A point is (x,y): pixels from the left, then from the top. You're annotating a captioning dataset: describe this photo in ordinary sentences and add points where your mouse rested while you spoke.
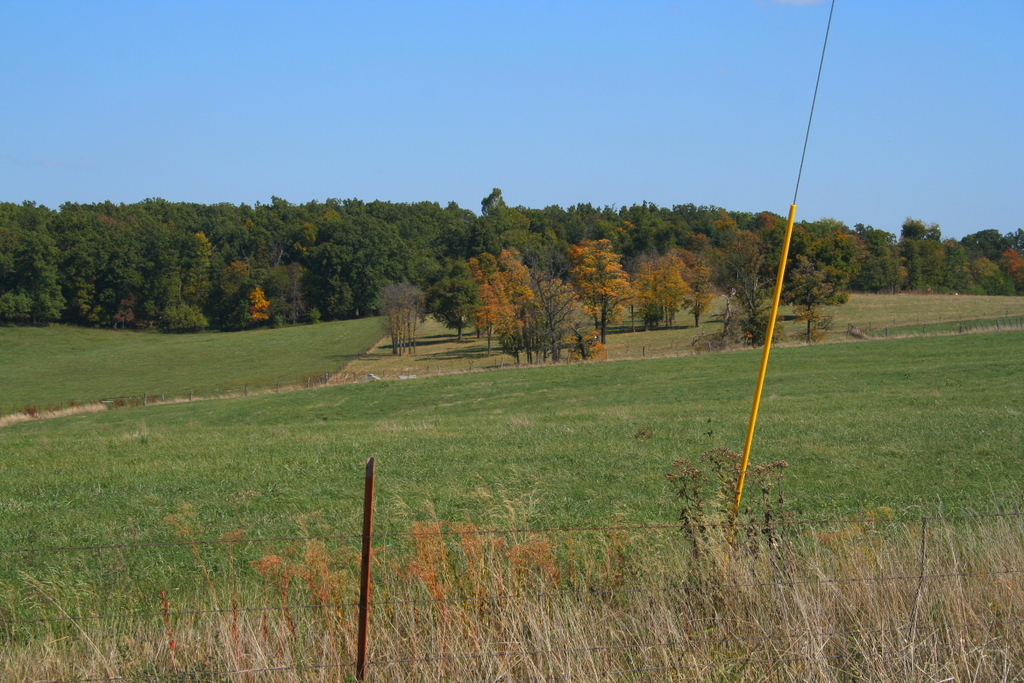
In this image, we can see the ground (152,476). We can see some grass (519,446), plants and trees (373,280). We can also see some poles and the fence (354,665). We can also see the sky (536,135).
